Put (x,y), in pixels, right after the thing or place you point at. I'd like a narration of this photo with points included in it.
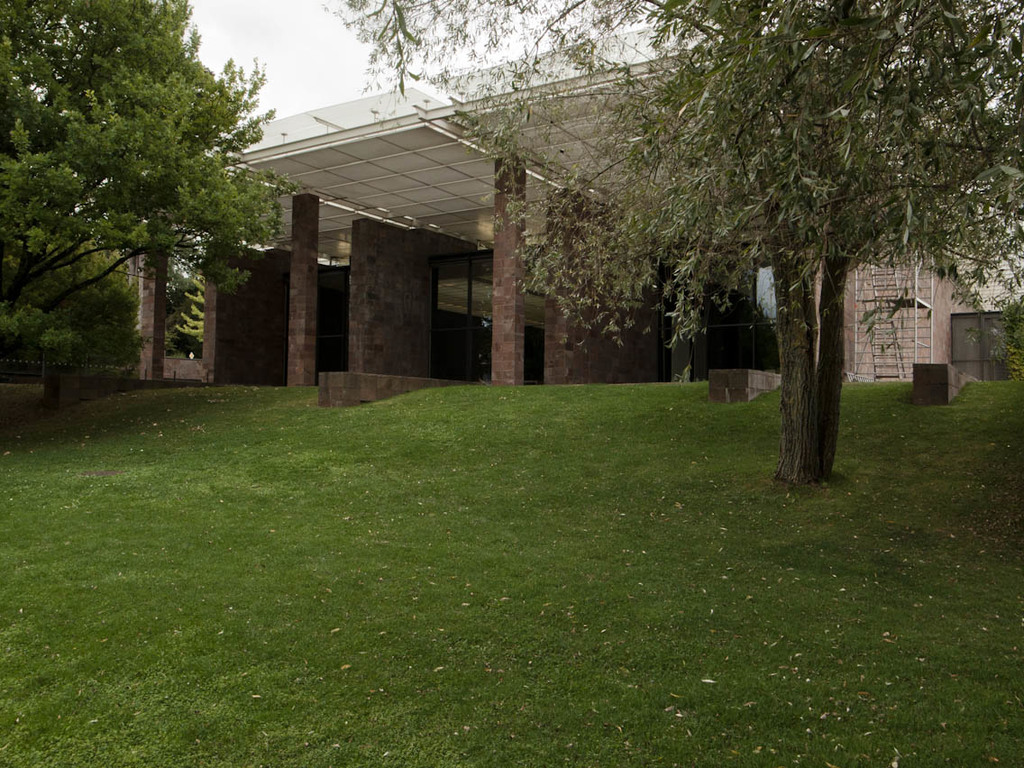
In this image we can see a building (523,278) with pillars (291,299), group of trees (780,286). To the right side of the image (890,337) we can see the staircase (895,323) and in the background (316,32) we can see the sky (302,32).
